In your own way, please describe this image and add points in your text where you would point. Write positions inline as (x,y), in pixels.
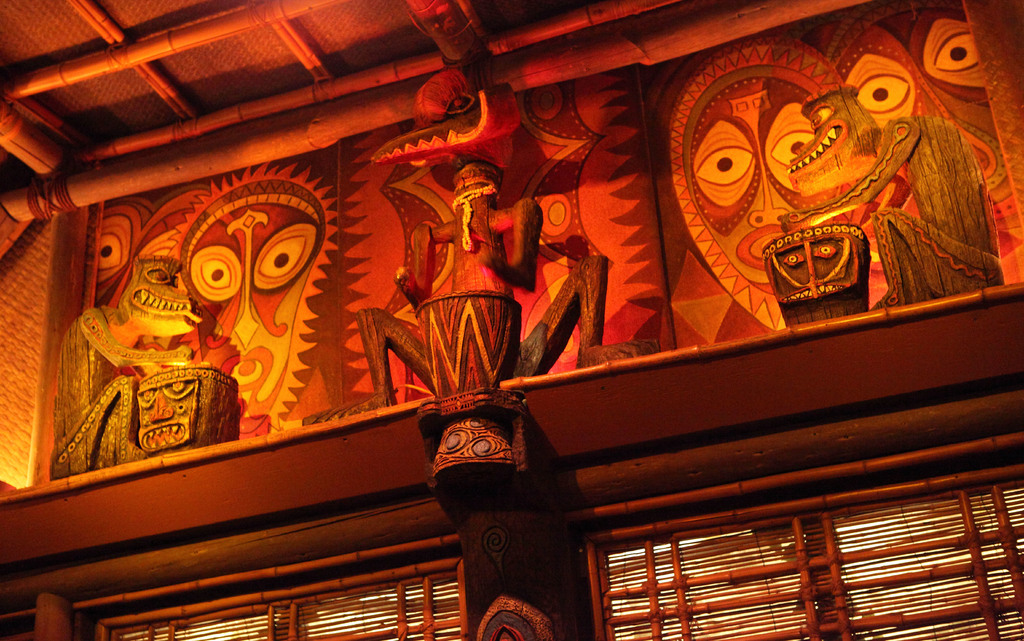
In this image we can see statues (499,250), paintings (720,220) to the wall (594,216) behind the statues (847,108) and there are window shades (753,562) to the window (831,591).
